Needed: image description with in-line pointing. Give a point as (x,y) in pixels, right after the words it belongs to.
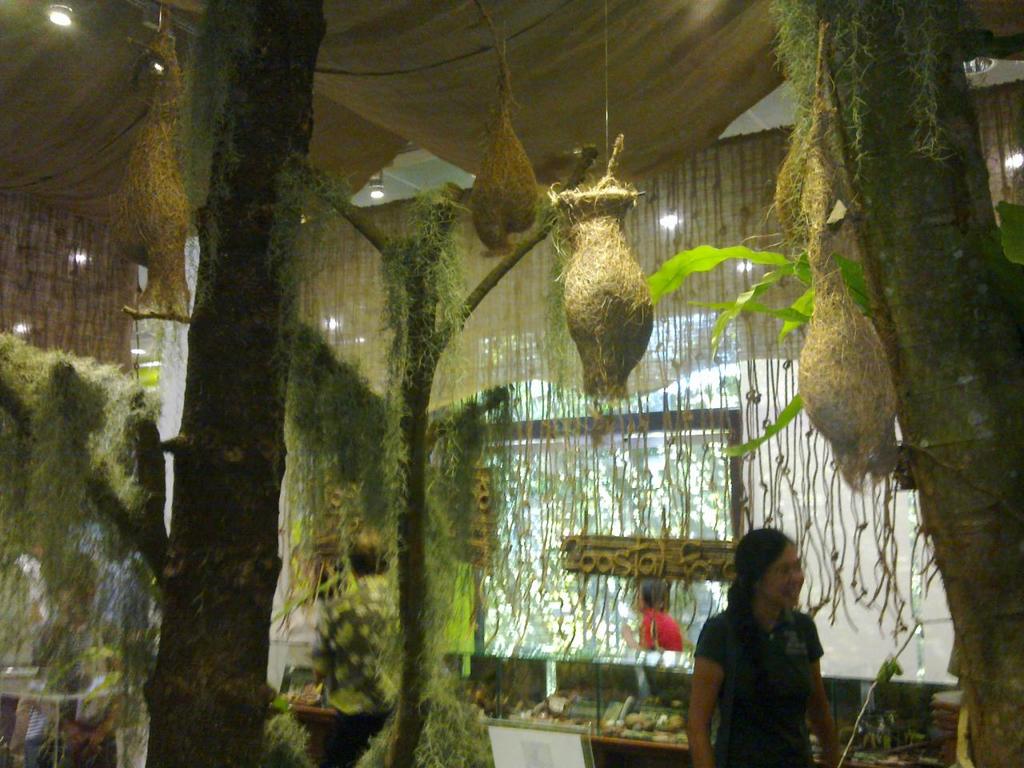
In this picture there is a lady (764,570) at the bottom side of the image (718,648) and there are nests (616,320) in the image, there are two trunks (869,168) on the right (869,28) and left side of the image (241,199).
